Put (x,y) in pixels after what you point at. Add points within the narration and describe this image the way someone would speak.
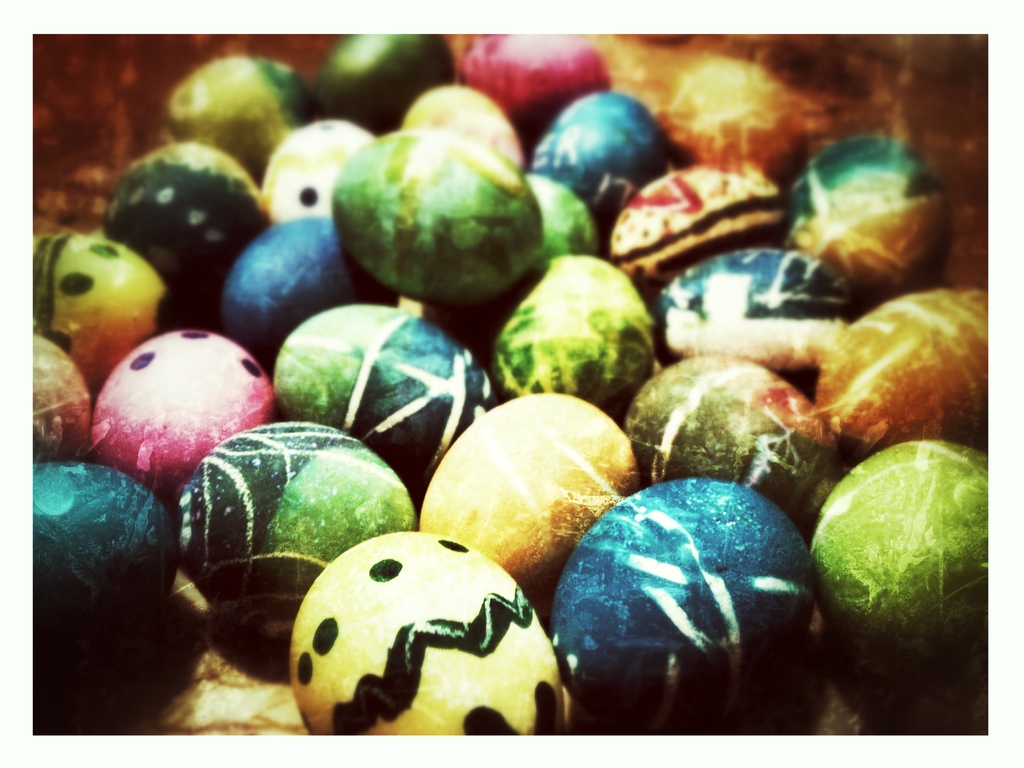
In this picture we can see colorful eggs (372,683).
